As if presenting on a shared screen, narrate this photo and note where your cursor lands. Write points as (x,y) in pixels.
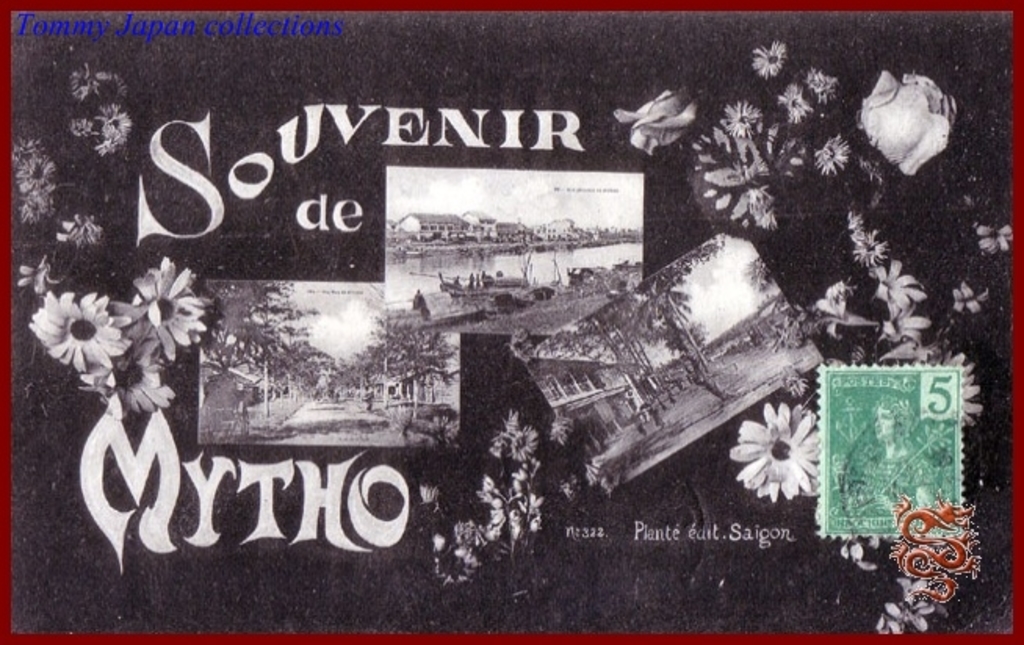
This is an edited image. It seems to be a poster. Here I can see some text (442,145) and few images (502,276). In the images (538,241), I can see the roads (662,419), trees (625,343), houses (497,239) and there is a sea (587,254). On the right (825,165) and left side of the image (71,344) there are few flowers (834,288). The background (317,602) is in black color.
